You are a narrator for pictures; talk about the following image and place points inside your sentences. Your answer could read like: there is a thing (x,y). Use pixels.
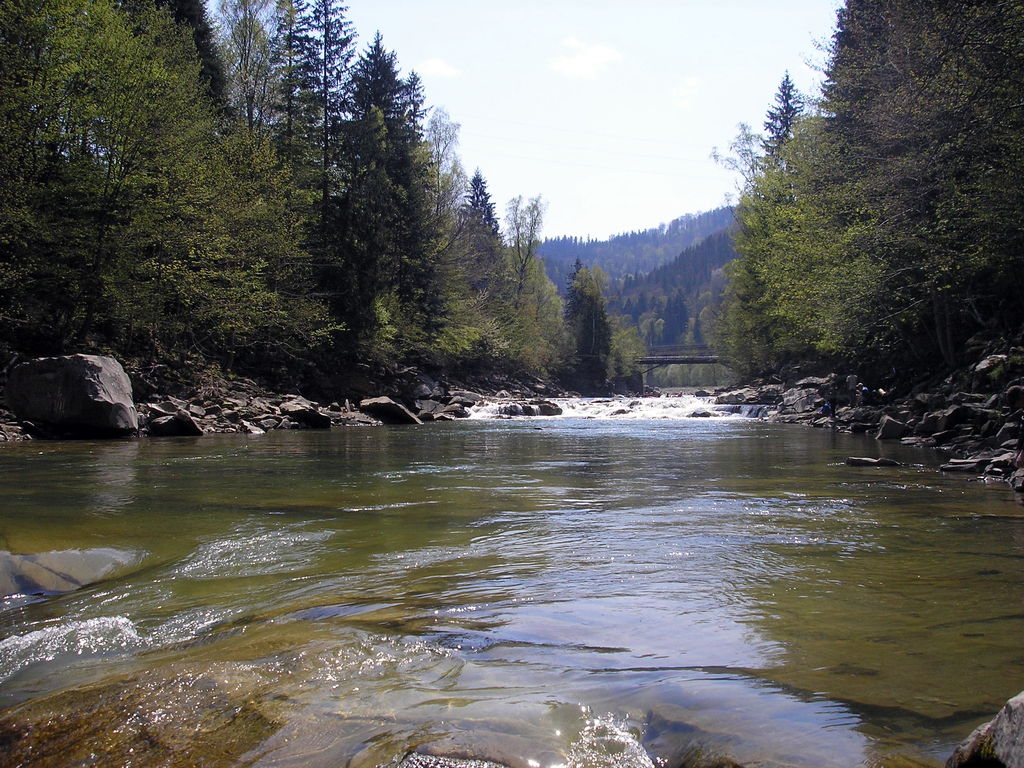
In this image in the front (494,491) there is water (547,543). In the background (557,398) there are stones (534,385) and trees (537,287) and the sky (575,88) is cloudy.
